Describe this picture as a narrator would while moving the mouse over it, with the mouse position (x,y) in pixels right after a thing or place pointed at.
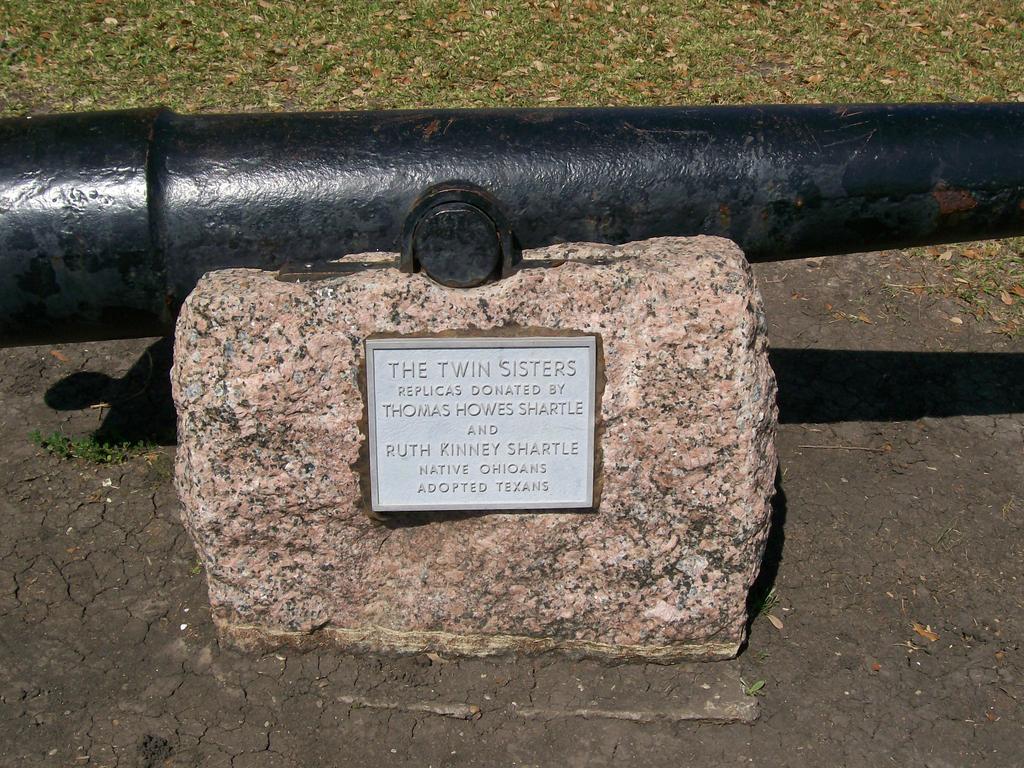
There is a board (439,408) on a rock (371,307). There is a black pipe (22,165) and grass (492,58) at the back (739,61).
